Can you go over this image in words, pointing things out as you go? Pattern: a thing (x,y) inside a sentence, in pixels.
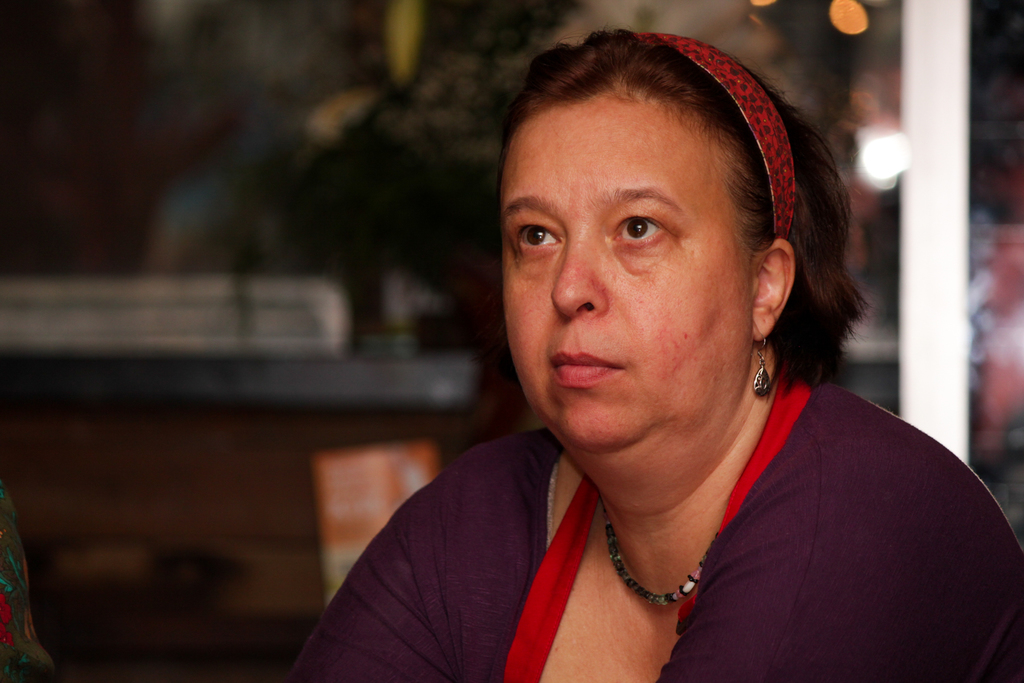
In this image we can see a woman (447,582) wearing purple color dress (970,519), earrings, chain (690,584) and headband (747,84) is here. The background of the image (195,31) is slightly blurred and dark.
